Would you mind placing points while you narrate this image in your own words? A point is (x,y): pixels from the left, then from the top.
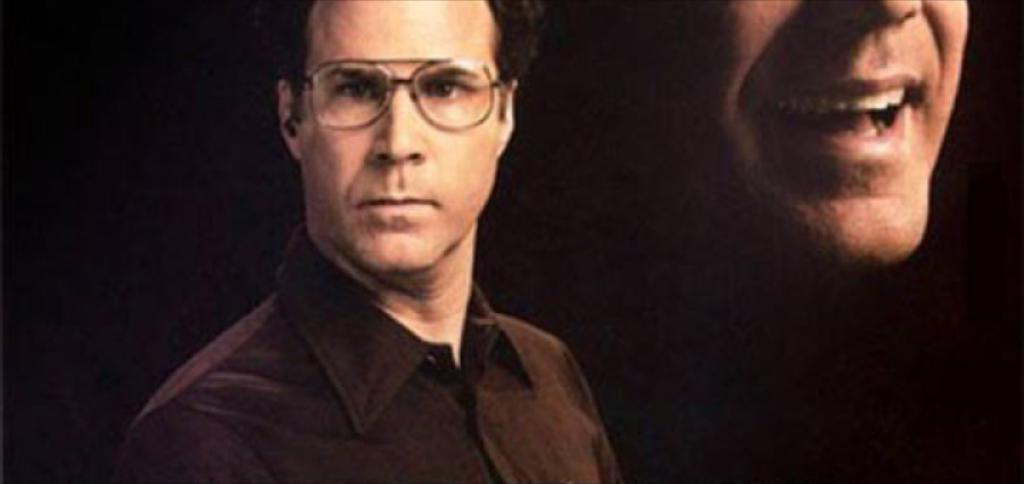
This image on the left (328,160), we can see a person (435,162) wearing spectacles (436,85). And on the right (867,103), we can see the smiling pose.
